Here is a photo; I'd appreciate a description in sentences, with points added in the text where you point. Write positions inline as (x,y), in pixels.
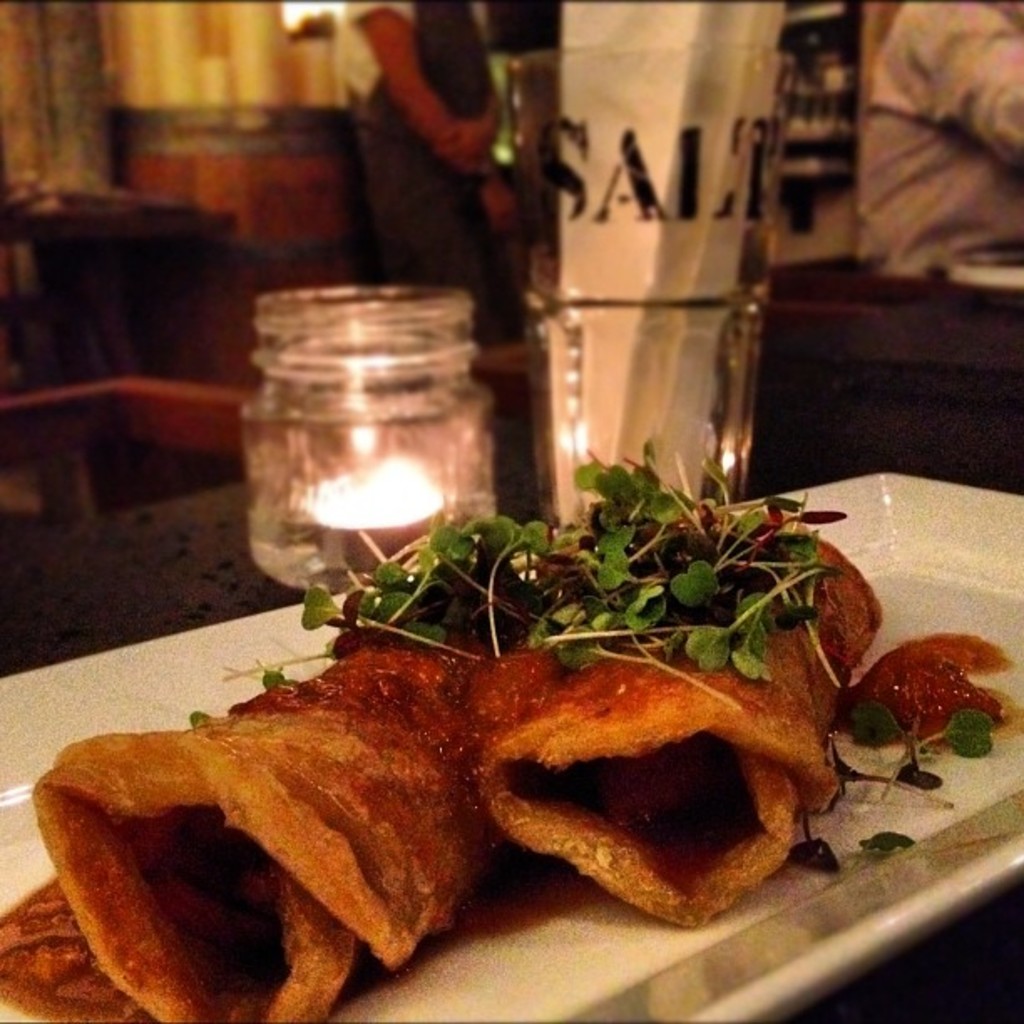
In the picture I can see some food item (531,734) which is placed on the white color plate (838,744). The background of the image (352,558) is slightly blurred, where I can see a candle (361,548) is kept in the jar (419,420), I can see a glass (757,290) and I can see a few people (885,151) standing.
